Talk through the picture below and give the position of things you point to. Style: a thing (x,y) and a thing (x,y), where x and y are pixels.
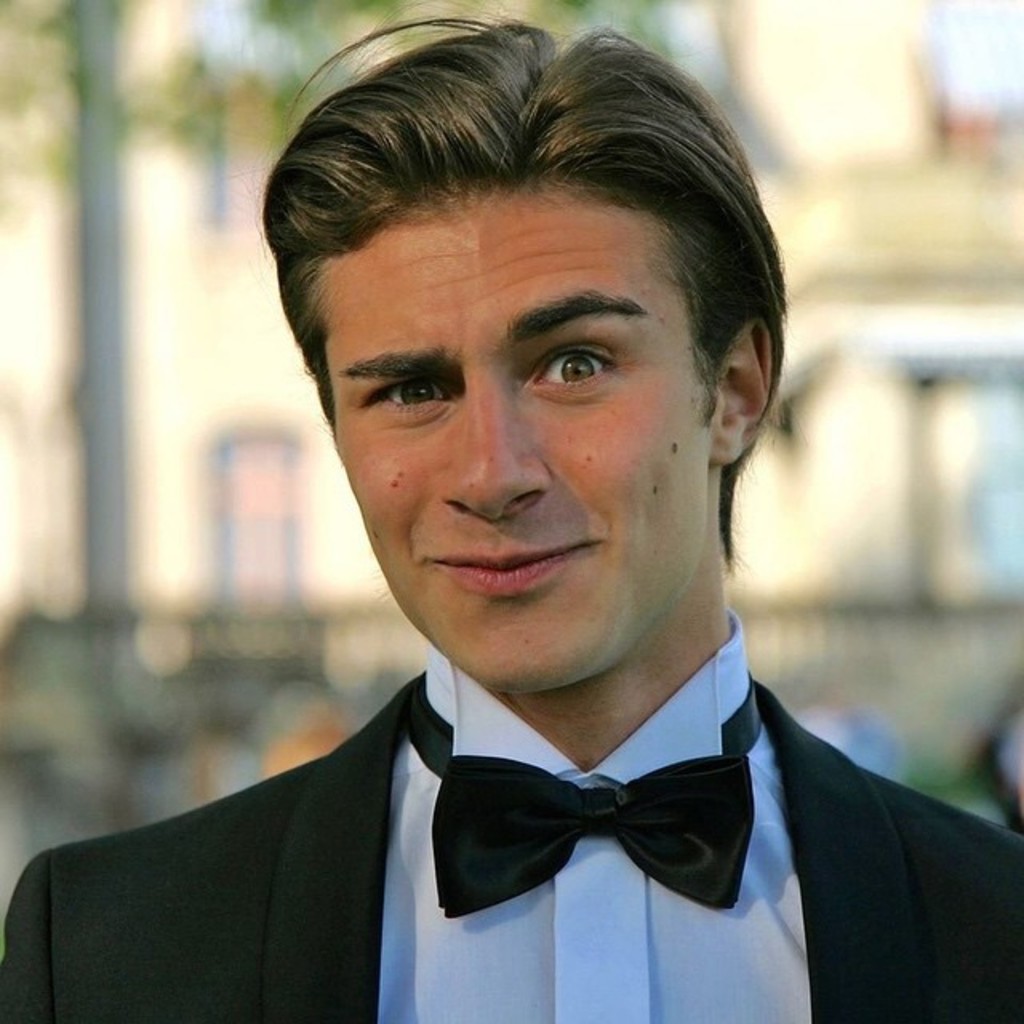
In this picture we can see a man (614,762) is smiling in the front (530,489), it looks like a building (852,114) in the background (852,114), there is a blurry background (888,130).
